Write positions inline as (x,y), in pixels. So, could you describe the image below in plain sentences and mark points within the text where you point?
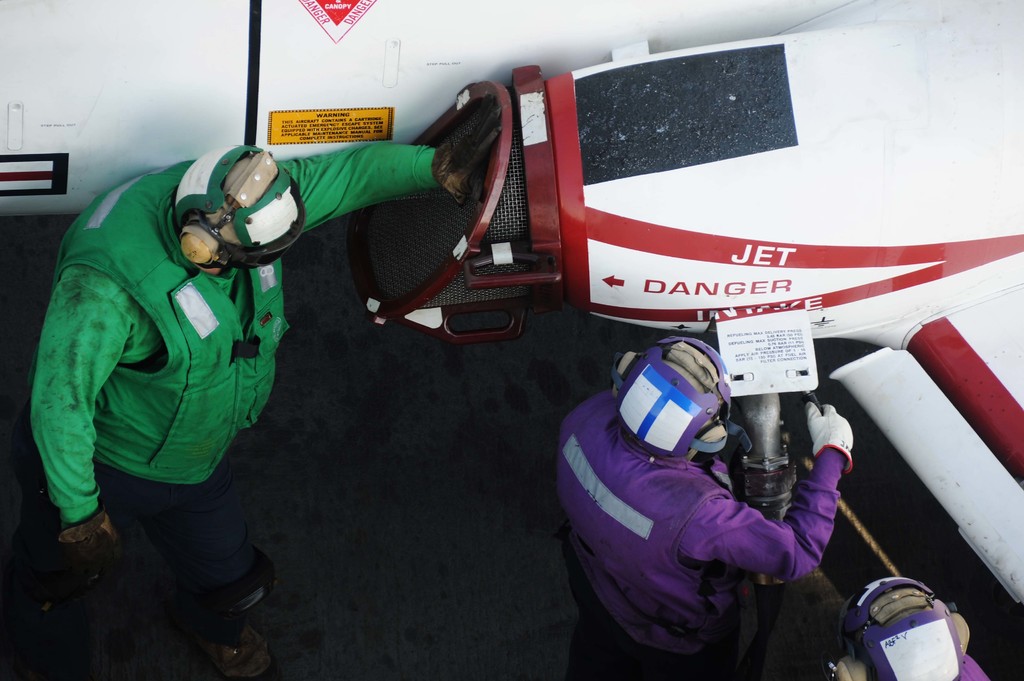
In this image we can see three persons (652,472) wearing the helmets (890,626). We can also see the jet (770,194) and there is also a text (355,122) on the jet (828,320). We can also see the surface (480,405).
